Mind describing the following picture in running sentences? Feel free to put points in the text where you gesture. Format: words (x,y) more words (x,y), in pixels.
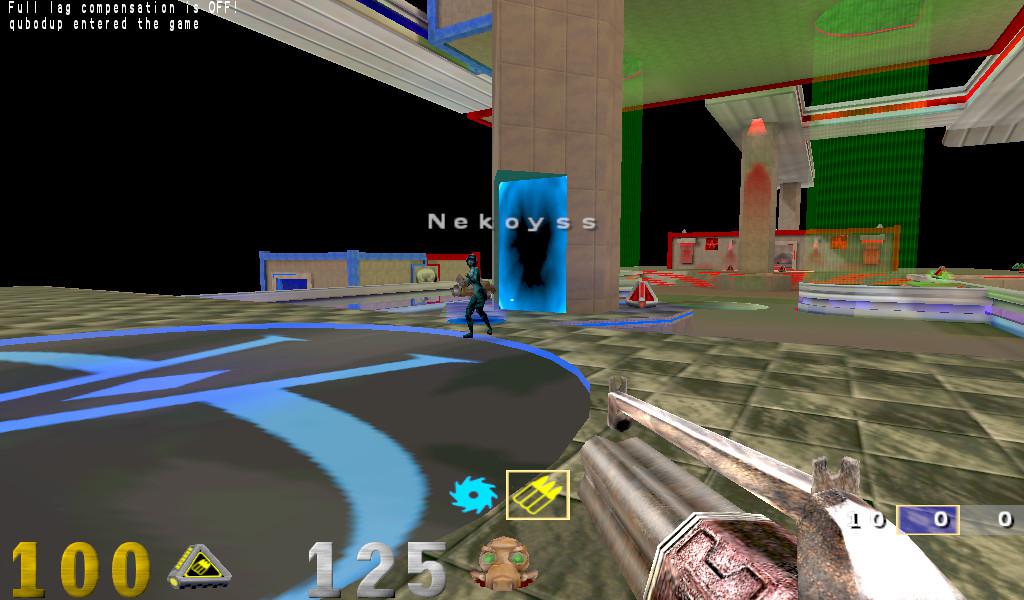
This is an animated image. We can see a person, some pillars (520,25) and a few objects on the ground (974,453). We can also see the wall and the roof (660,37).
